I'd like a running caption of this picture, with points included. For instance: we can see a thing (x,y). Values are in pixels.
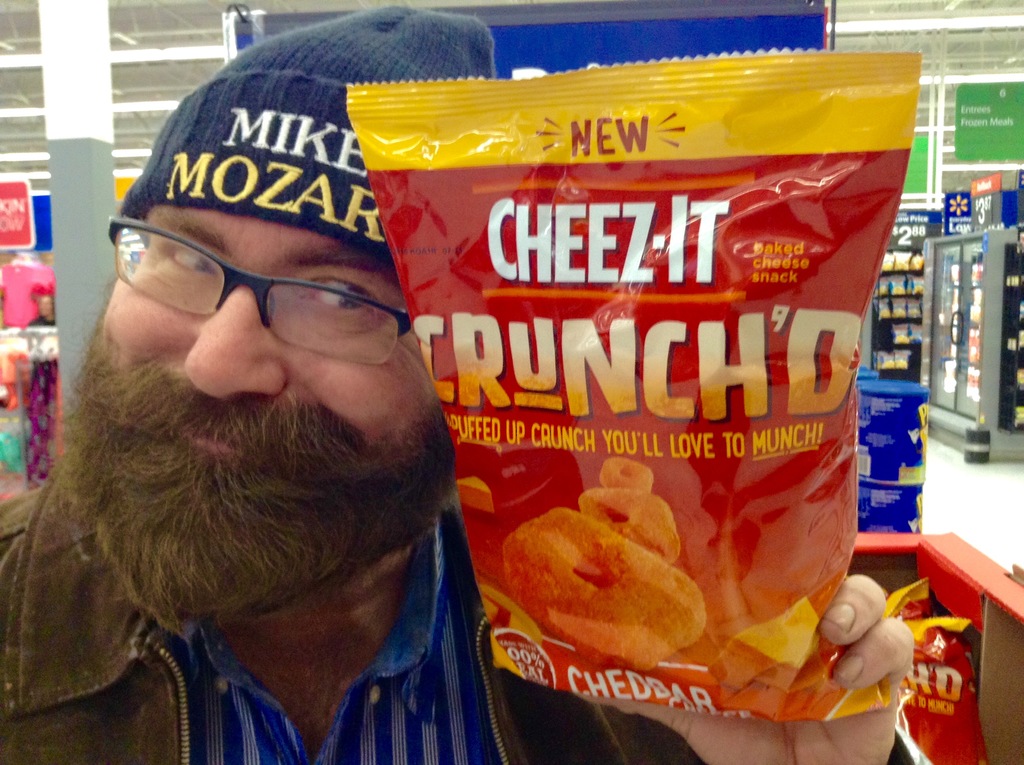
In this image there is a person (386,29) holding a chips packet (578,225), and in the background (898,444) there are boxes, clothes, pillars (56,146), lights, boards (935,216), packets (914,312) in the refrigerator (964,246) and racks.
